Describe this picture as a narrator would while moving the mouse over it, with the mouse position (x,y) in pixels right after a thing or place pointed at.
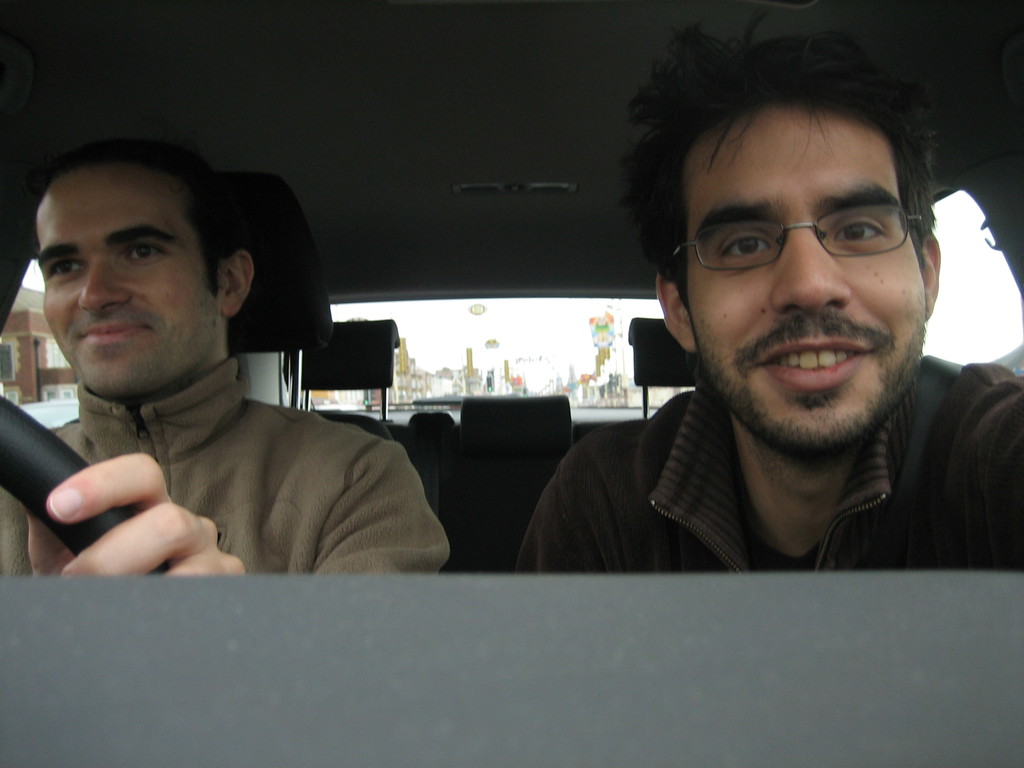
This image is clicked inside the car (11,161). There are two persons (586,488) in this image. They are men (69,332). One is driving a car (253,662) on the left side (177,322).
